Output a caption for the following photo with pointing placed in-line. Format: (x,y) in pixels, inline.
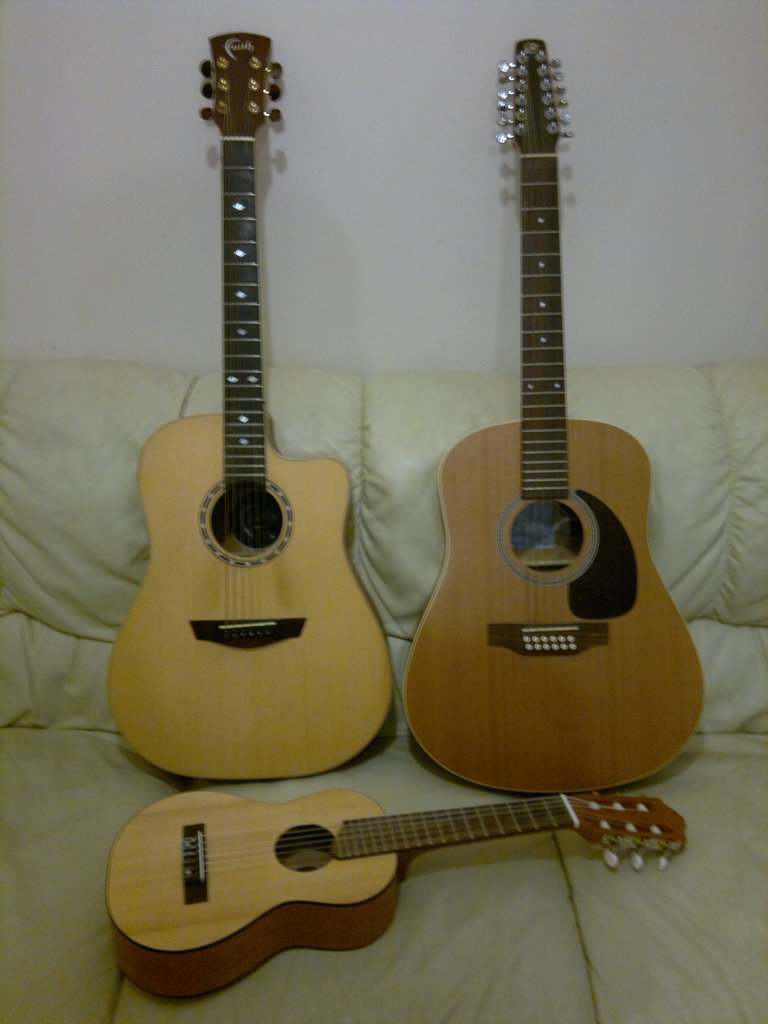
There is a sofa (398,771). There is a three guitars (558,746) on a sofa (27,430).
